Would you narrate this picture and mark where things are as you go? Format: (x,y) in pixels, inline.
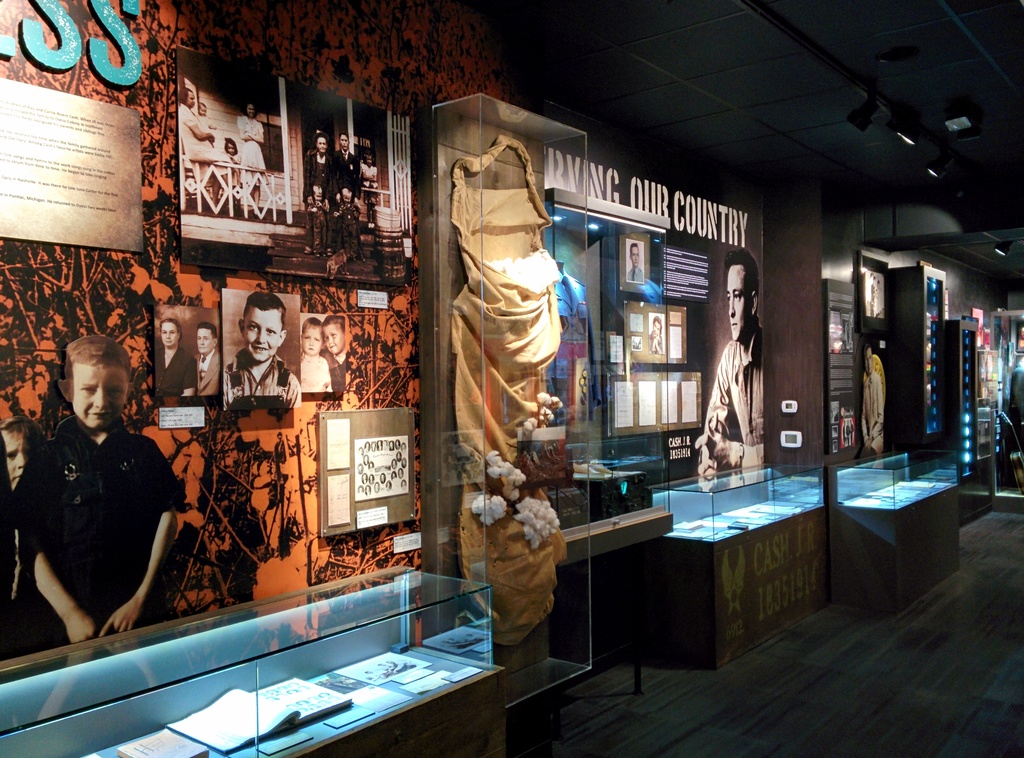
In this image we can see platforms (854,546) with glass boxes (436,618). Inside that there are papers (766,509), book (276,694) and some items (343,676). Also there are walls (199,288) with photo frames (267,297) of persons (330,337) and there is text (52,182). And there is a glass box (546,235). Inside that there is an object (549,407).
